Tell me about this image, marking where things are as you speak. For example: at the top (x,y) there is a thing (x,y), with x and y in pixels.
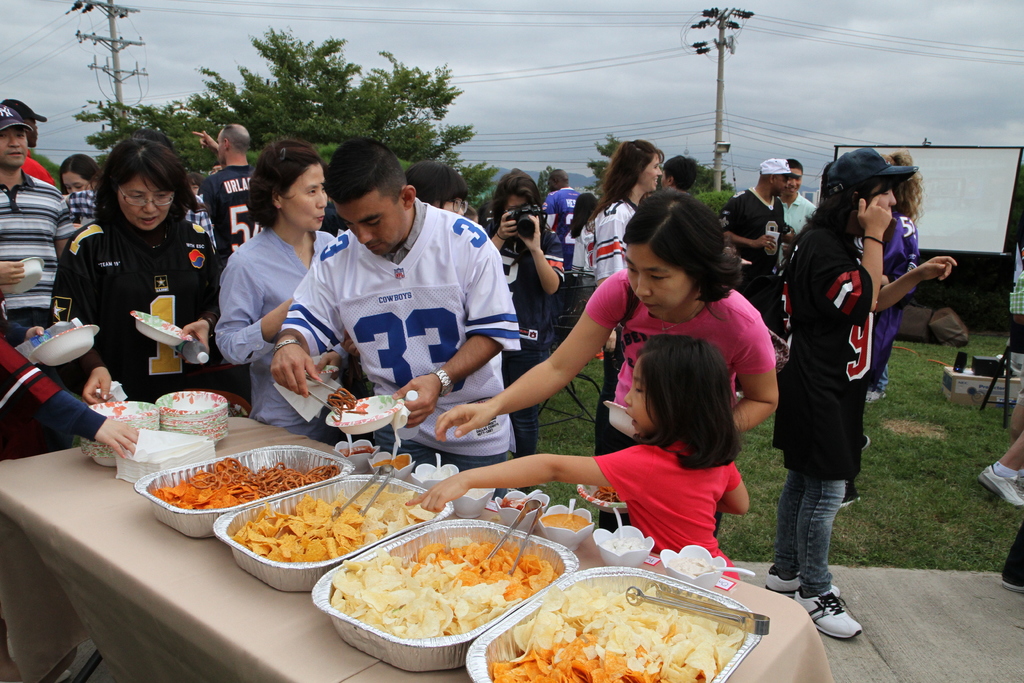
This is the picture of a place where we have some people (39,381) standing in front of the desk (68,535) on which there are some things (349,573) placed and among them some holding the bowls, plates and some other things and behind we can see poles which has some lights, wires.
